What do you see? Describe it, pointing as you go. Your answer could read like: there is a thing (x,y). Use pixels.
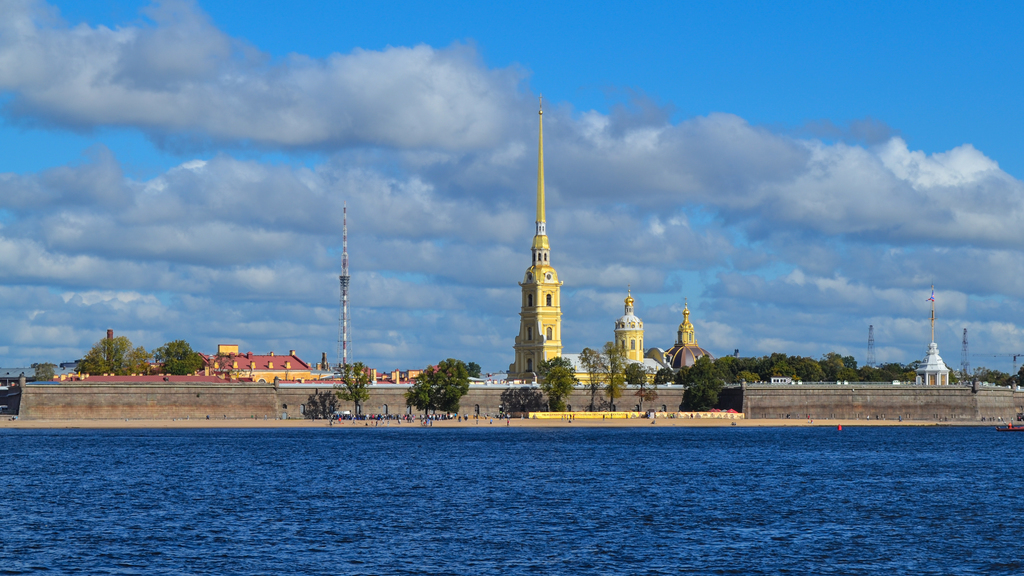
In this image we can see trees (359,391), houses (281,363) and towers (533,264). The sky (531,249) is in blue color with clouds (180,234). Bottom of the image (644,506) water (589,508) is present.
